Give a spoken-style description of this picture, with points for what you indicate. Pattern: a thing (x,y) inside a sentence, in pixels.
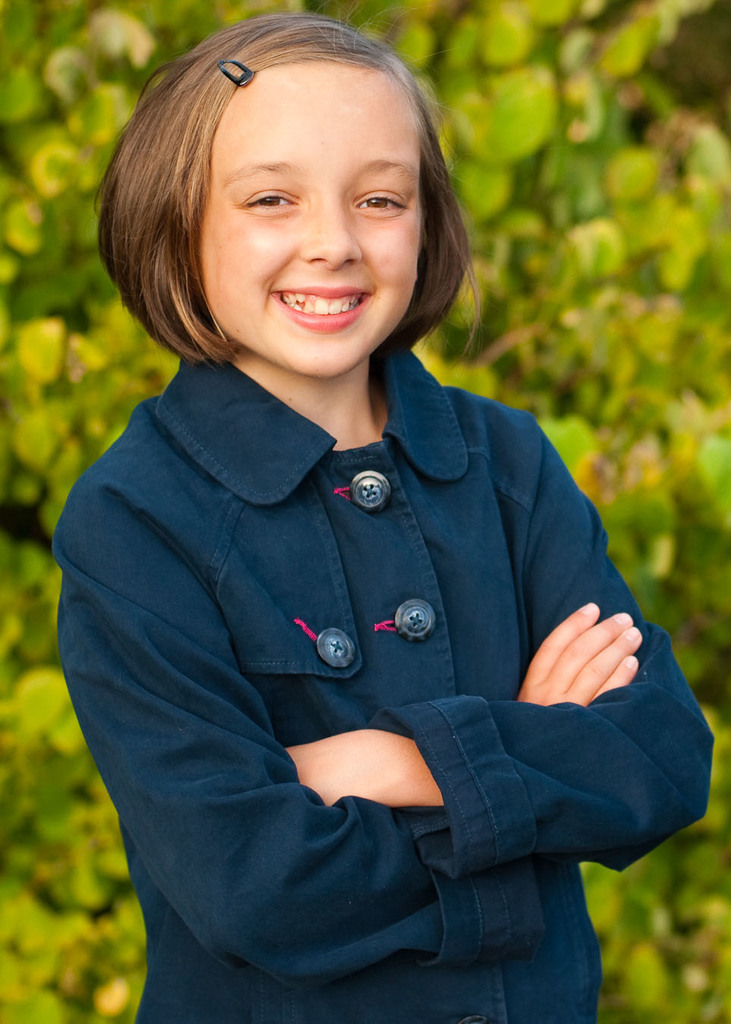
In this image we can see a girl (316,693) standing and smiling. In the background (509,306) there are trees (504,281).
